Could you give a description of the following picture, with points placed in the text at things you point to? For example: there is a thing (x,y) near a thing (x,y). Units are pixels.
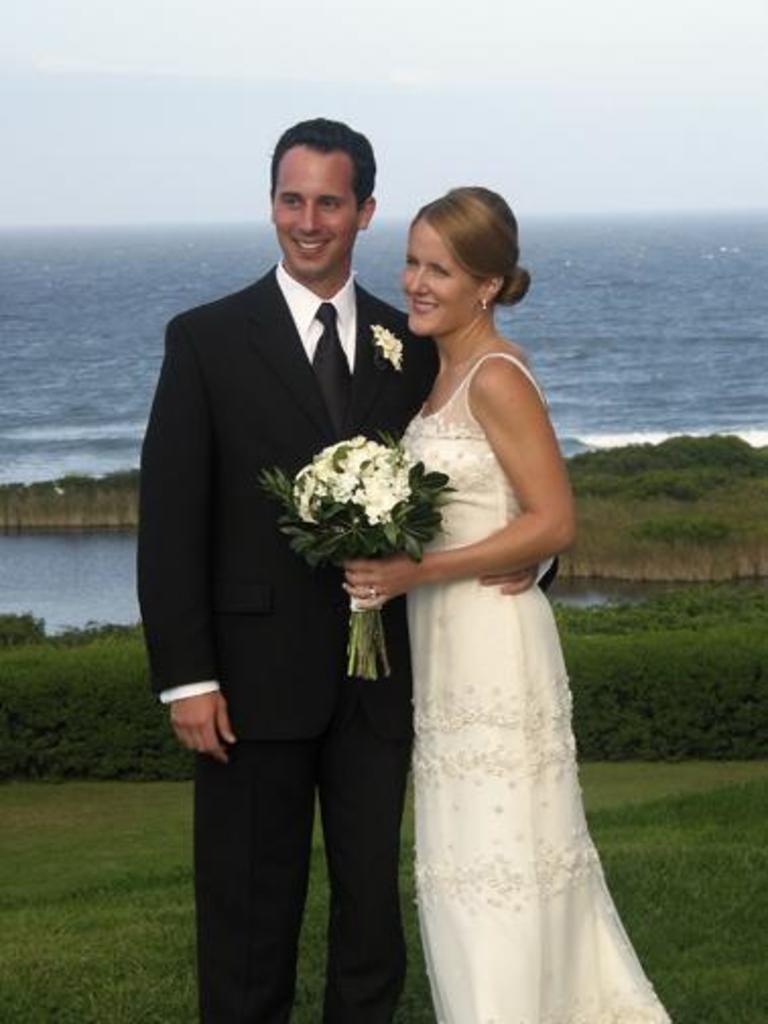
In the center of the image (256,562) there is a person (180,343) wearing black color suit (317,410) and black color tie (339,368). Beside him there is a lady (352,579) wearing white color dress (457,964) and holding a flower bouquet (321,546) in her hand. At the background of the image (553,369) there is water (560,220). At the top of the image (251,110) there is sky (232,111). Bottom of image (31,889) there is grass (134,872).
